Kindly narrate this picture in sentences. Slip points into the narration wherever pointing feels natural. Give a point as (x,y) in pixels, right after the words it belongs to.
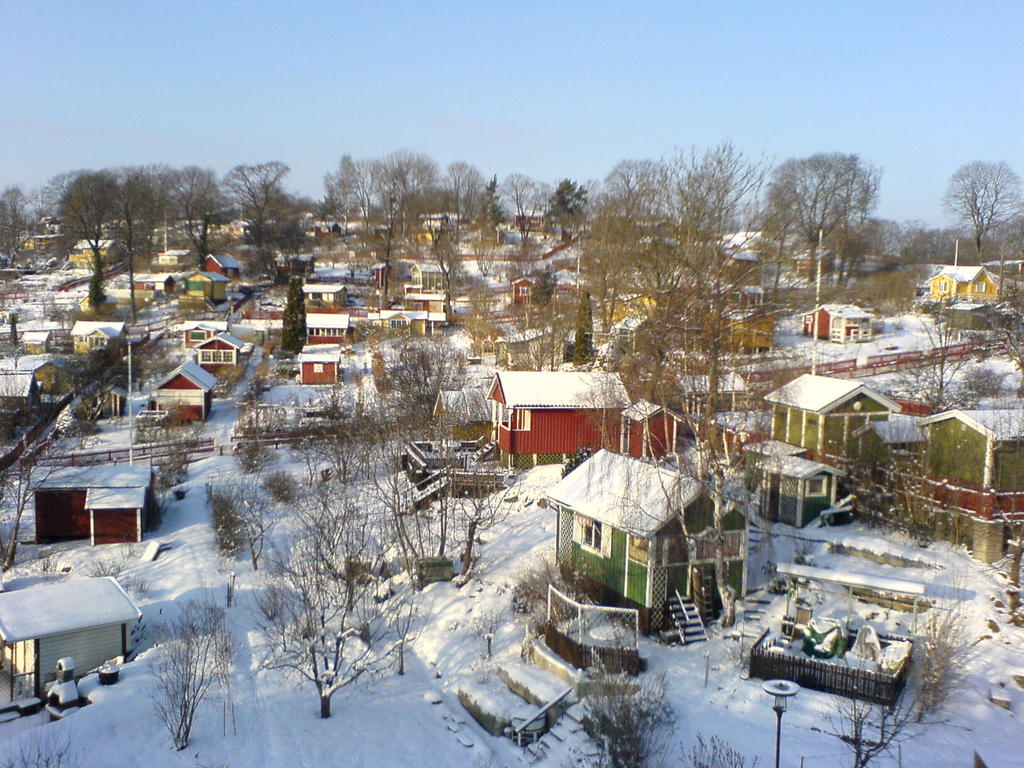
Here there are houses (123,635) on the ground (535,494) and the ground (360,760) is completely covered with snow (341,554) and we can also see trees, light poles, fence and sky (650,78).
